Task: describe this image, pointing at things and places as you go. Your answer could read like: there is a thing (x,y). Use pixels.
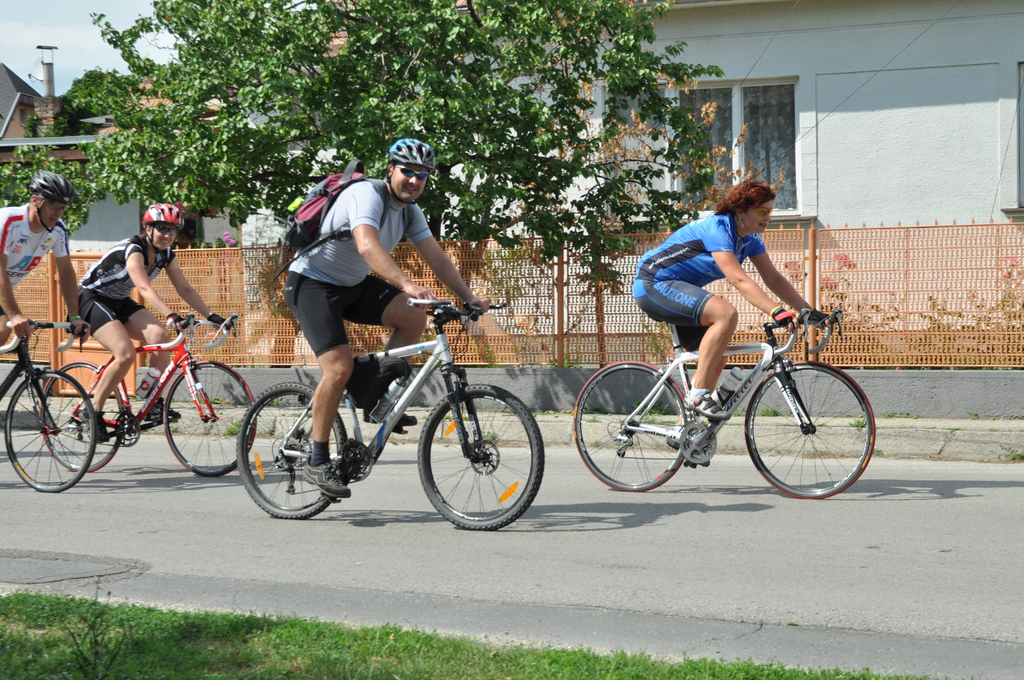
This is an outside view. Here I can see few people (22,222) are riding their bicycles (634,428) on the road (326,546). On the bottom of the image (206,650) I can see the grass (72,619). In the background (252,125) there is a tree (240,122) and a building (781,97).
